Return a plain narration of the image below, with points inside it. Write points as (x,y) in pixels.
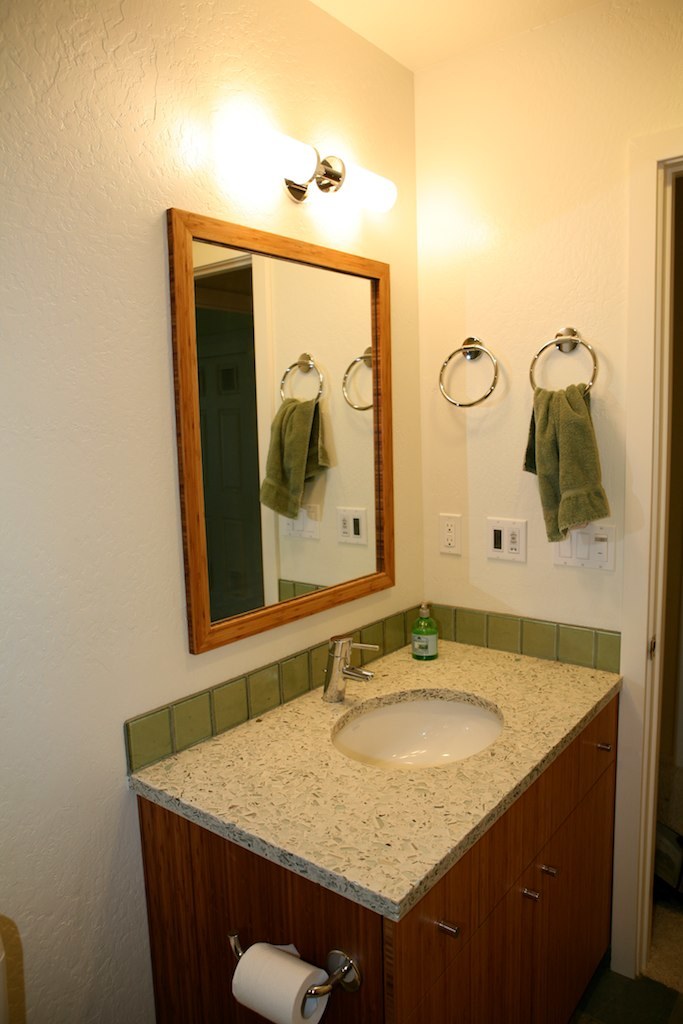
The image is taken in the washroom (391,933). In the center of the image (266,593) there is a sink (351,673) and we can see a mirror (183,272) placed on the wall (126,662). There is a towel (568,409) placed on the hanger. At the bottom (315,979) we can see a toilet paper (263,973). In the background (90,388) there is a wall (472,138) and there are lights (342,173) placed on the wall (462,176).
